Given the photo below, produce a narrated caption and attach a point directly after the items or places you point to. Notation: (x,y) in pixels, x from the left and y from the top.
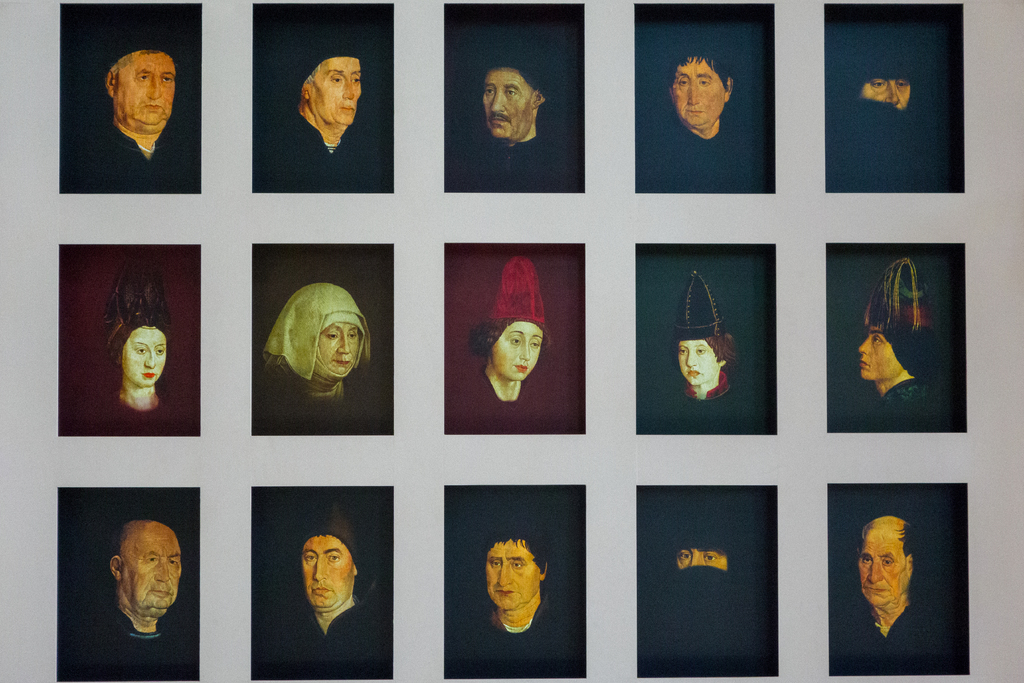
In this image I can see the frames (571,422) to the white wall (5,363). In the frames (675,409) I can see few people (685,361).
